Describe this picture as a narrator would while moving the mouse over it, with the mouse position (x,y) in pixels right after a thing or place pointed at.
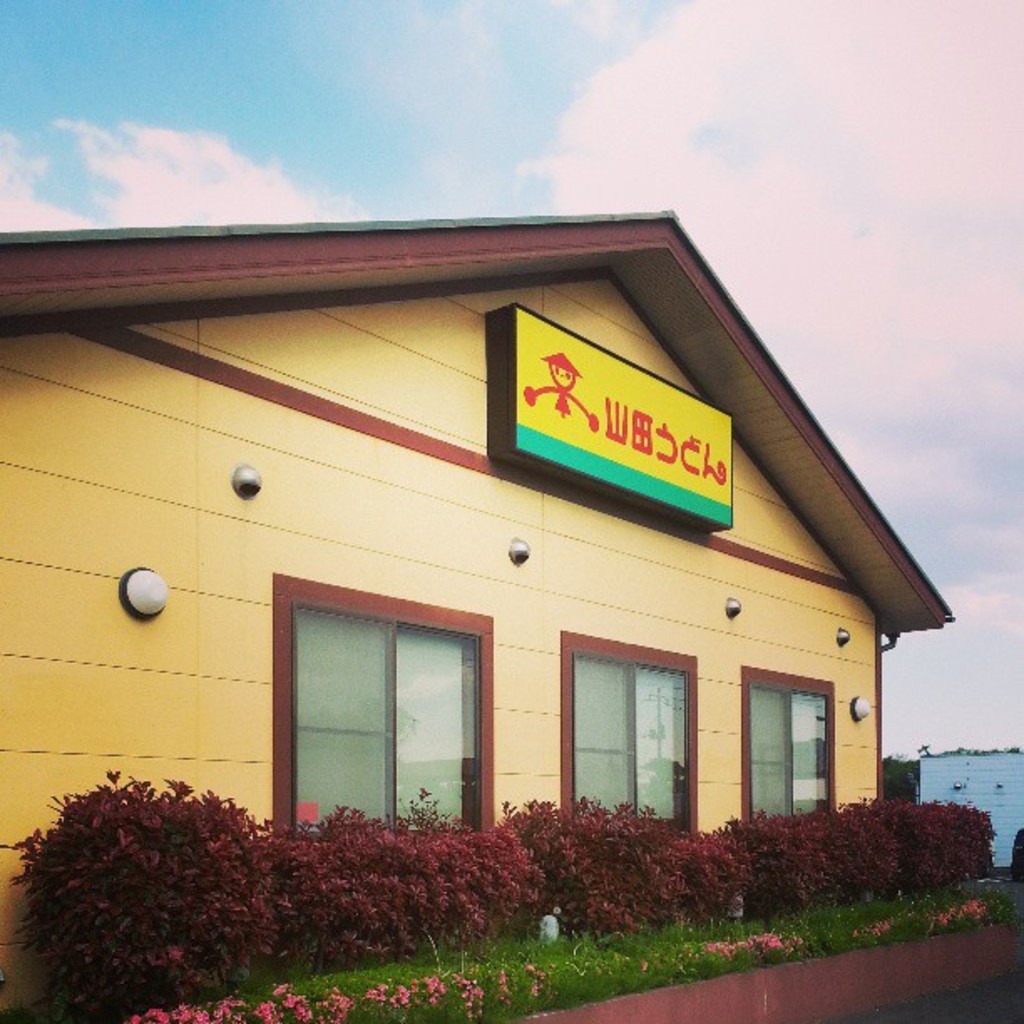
In this picture I can see the plants (619,892) and few flowers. In the center of this picture (400,482) I can see a building (478,300) and I can see a board (501,354) on which there is something written and I can see the windows (593,793). In the background (922,53) I can see the sky (852,128).
